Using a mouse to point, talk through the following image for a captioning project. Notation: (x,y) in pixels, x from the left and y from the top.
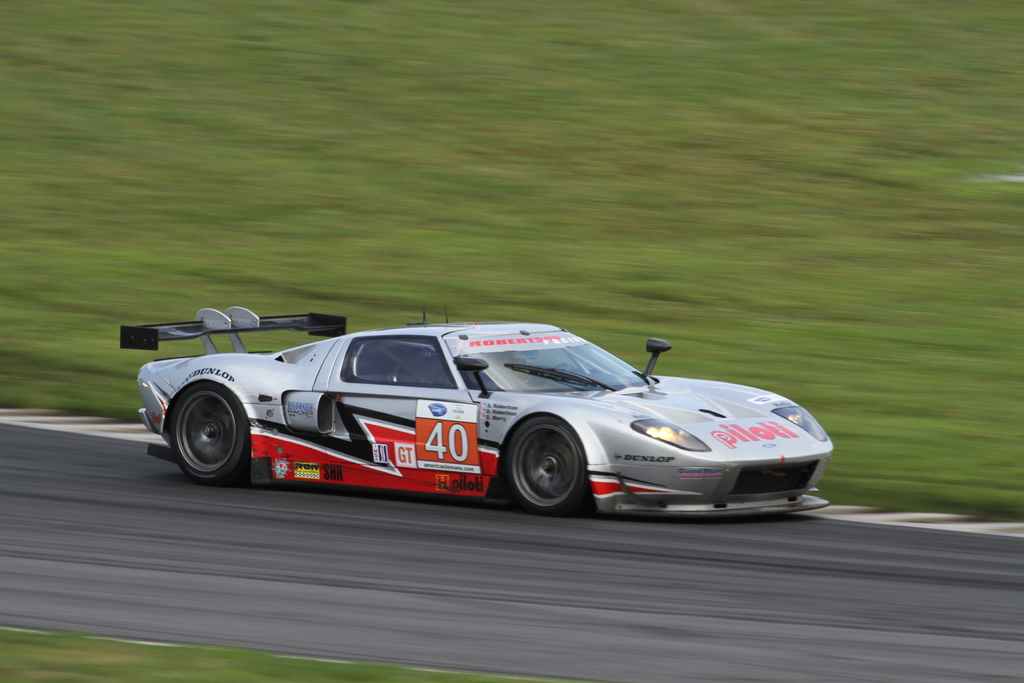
A sports car (549,399) is moving on the road (520,541), it is in silver color. This is the grass (512,200) in this image.
